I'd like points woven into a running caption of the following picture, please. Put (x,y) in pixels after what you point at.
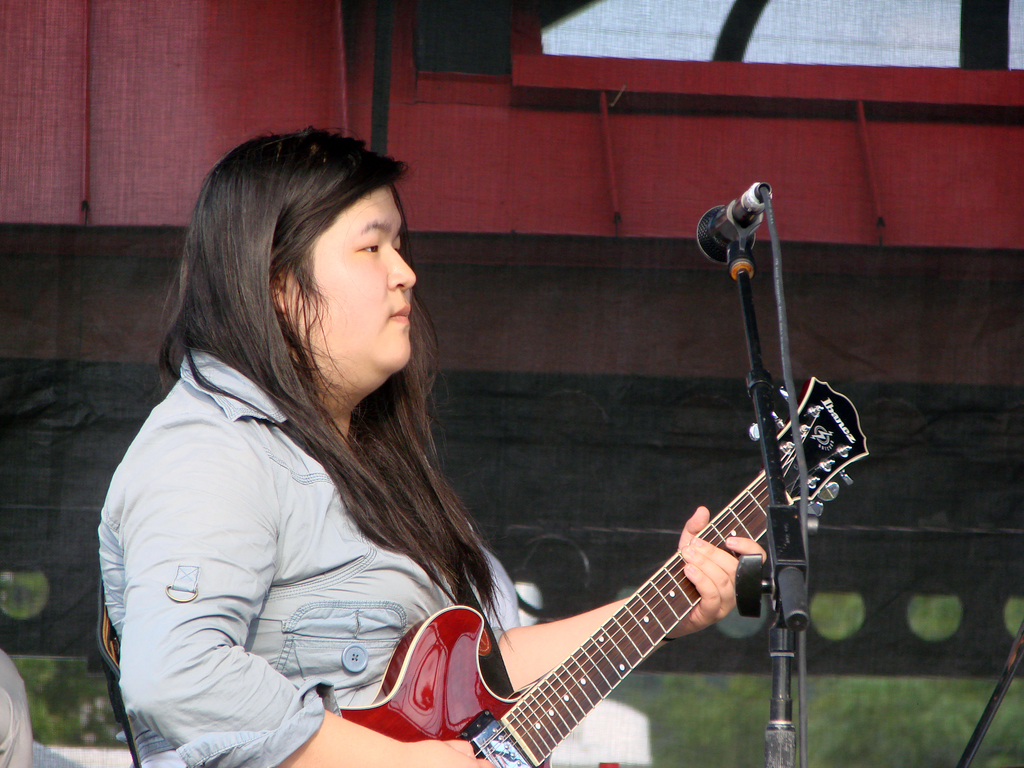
In this image one woman (475,544) is playing the guitar (683,613) in front of mike (705,250) the land (761,689) is grassy behind some red stage (672,153) is there.
